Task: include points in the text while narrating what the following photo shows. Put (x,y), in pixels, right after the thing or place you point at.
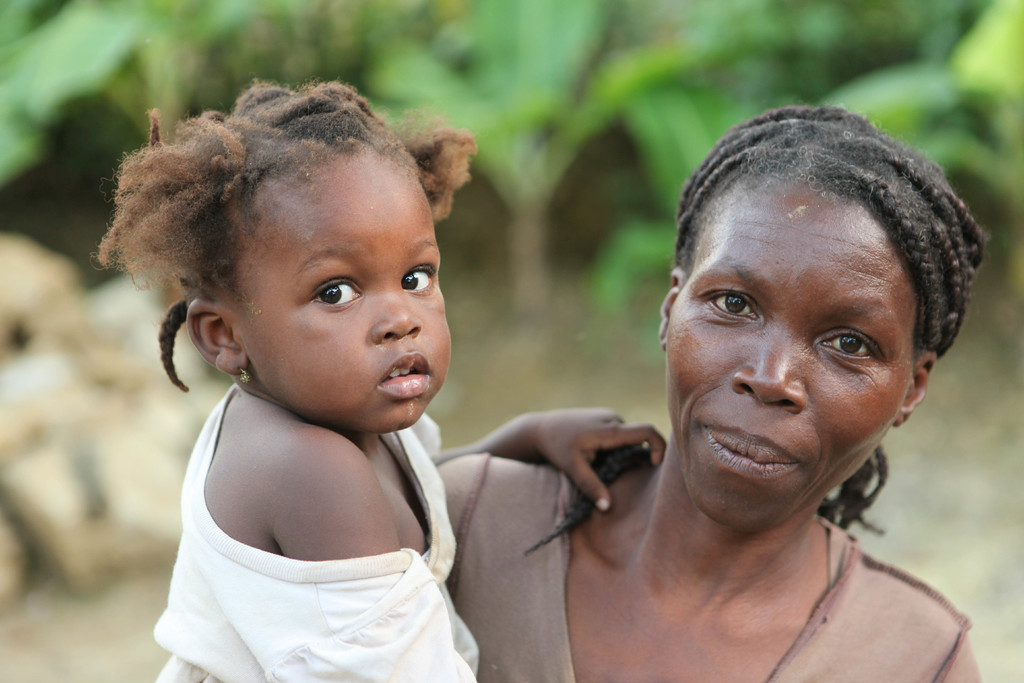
In this picture we can see a woman (694,568) and a kid (397,581) in the front (387,518), in the background (376,57) there are plants (545,73), we can see a blurry background (46,65).
